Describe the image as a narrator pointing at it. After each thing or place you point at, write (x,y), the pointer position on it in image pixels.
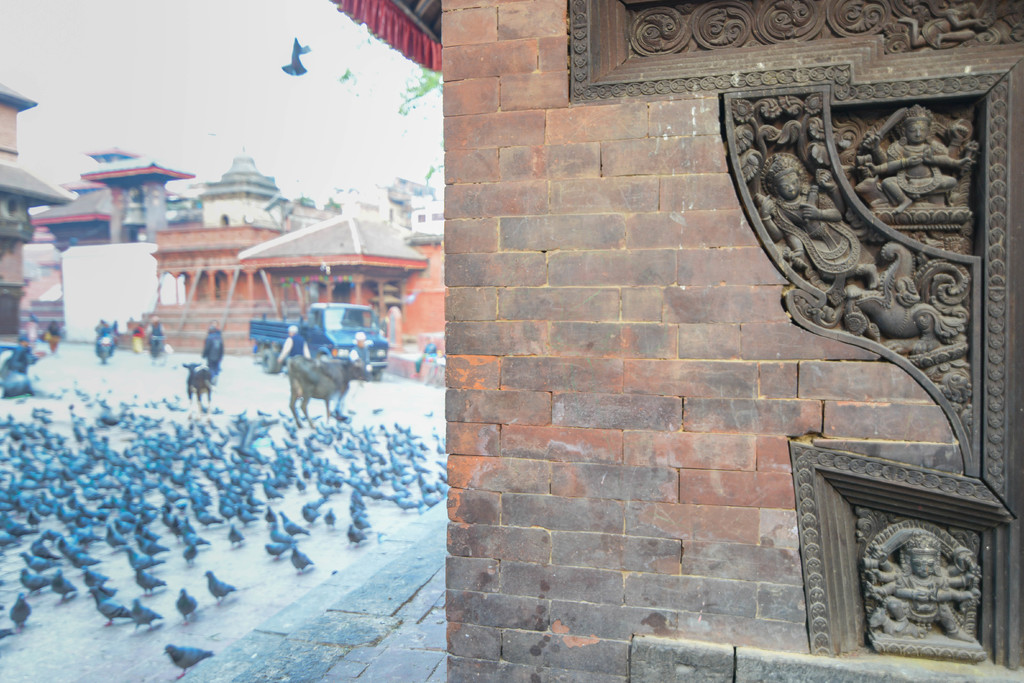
In this image few animals (322,376) and birds (202,515) are on the road (343,444). Few vehicles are on the road (139,371). Few persons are walking on the road (129,357). Behind there are few buildings (92,235). Right side (691,153) there is a wall (508,657) having few stone carvings (906,246) on it. Left top there is sky (302,106). A bird (296,56) is flying in air (329,143).
